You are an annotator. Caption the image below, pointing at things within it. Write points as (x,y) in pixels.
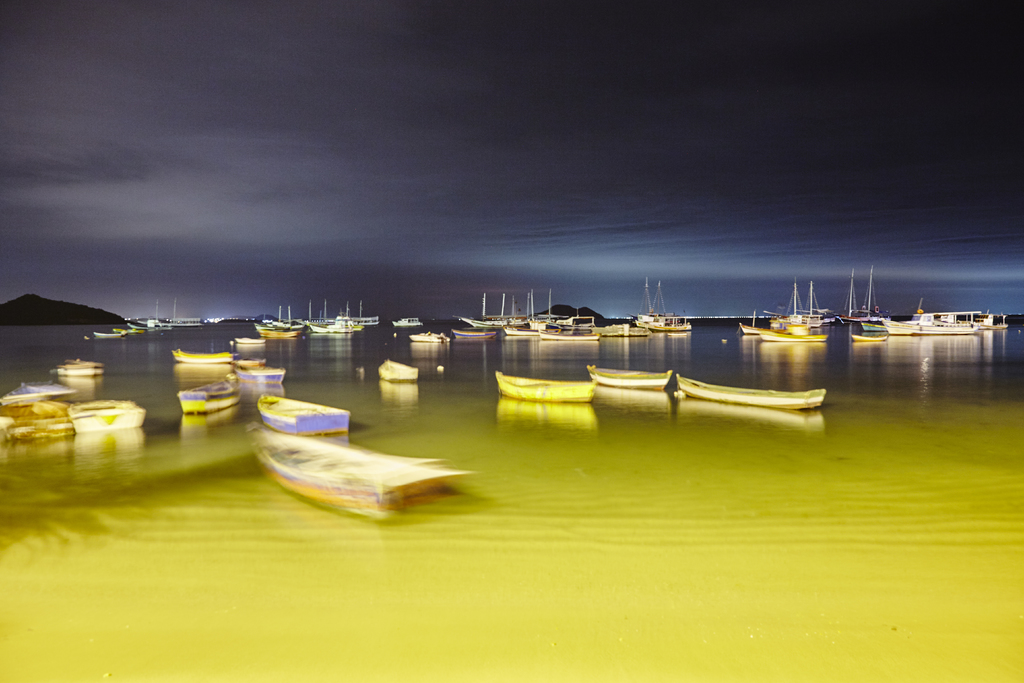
In this picture we can see ships (853,318) and boats (343,447) on the water (846,433). On the background (579,309) we can see mountains (44,316). On the top (369,26) we can see sky (587,204) and clouds (575,204). Here we can see lights (215,322).
